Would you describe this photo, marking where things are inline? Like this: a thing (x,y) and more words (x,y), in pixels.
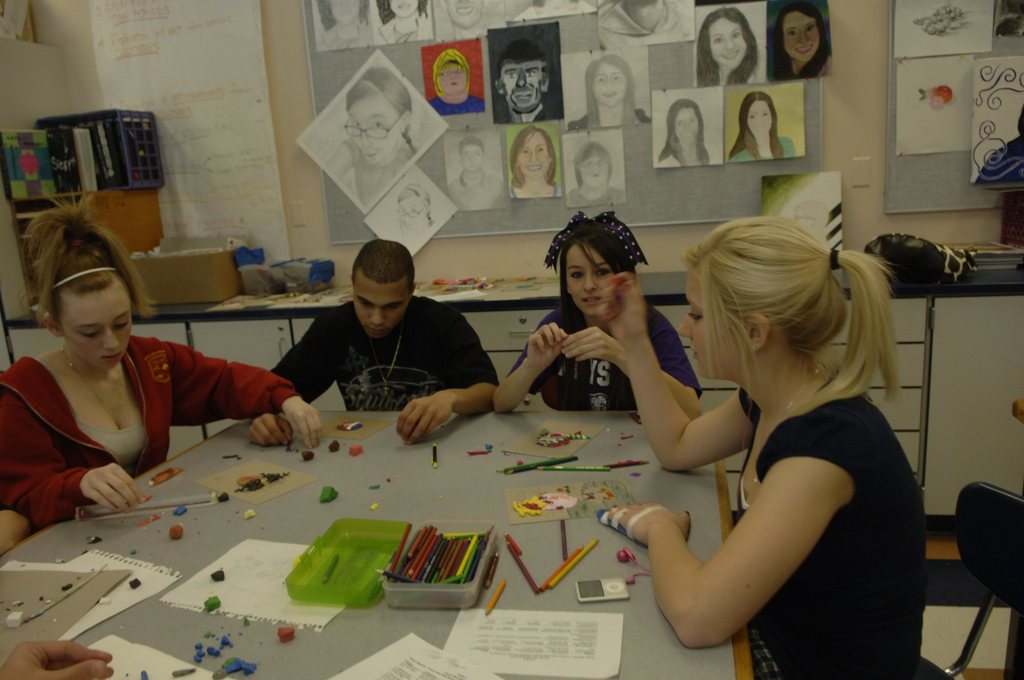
In the picture we can see four people (674,592) are sitting around the table (648,588), at the table (167,548), we can see some color pencils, crayons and some papers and behind the people (697,589) we can see a wall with some sketches (981,107) of a person's image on it and beside it we can see some boxes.
